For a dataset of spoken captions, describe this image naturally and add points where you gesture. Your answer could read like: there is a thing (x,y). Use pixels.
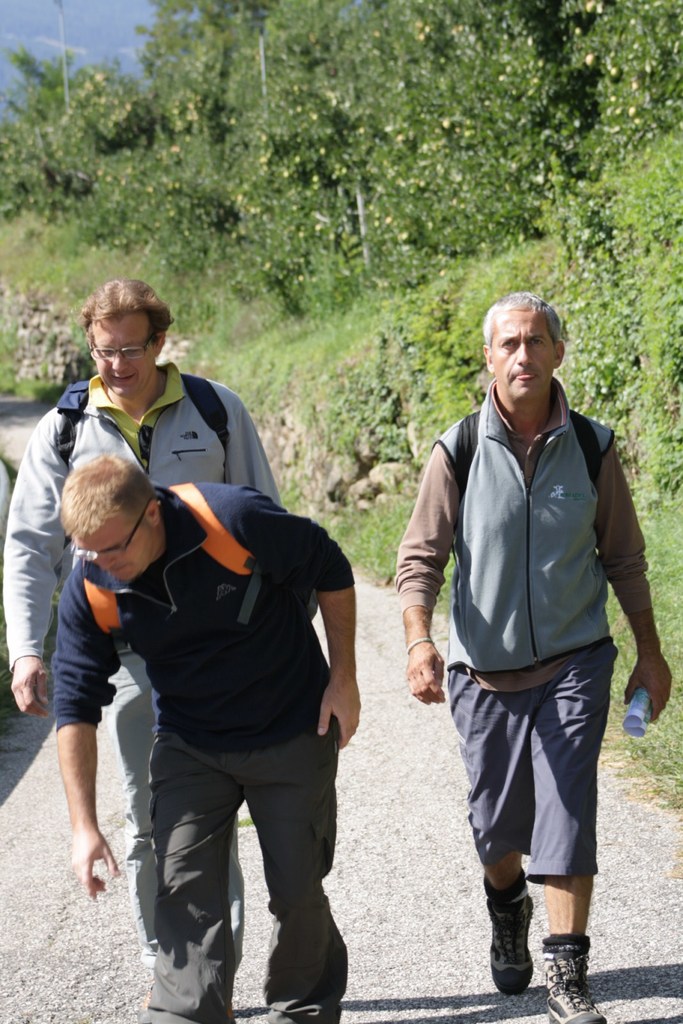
In this picture, we see three men (182,472) are walking on the road (414,903). Two men (127,421) on the left side (140,411) are wearing the spectacles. The man (433,506) on the right side (582,742) is holding the papers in his hand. At the bottom (419,908), we see the road (404,942). There are trees (461,198), rocks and grass (342,346) in the background (309,237). In the left top (76,9), we see the sky (45,58) and a pole (62,4).
